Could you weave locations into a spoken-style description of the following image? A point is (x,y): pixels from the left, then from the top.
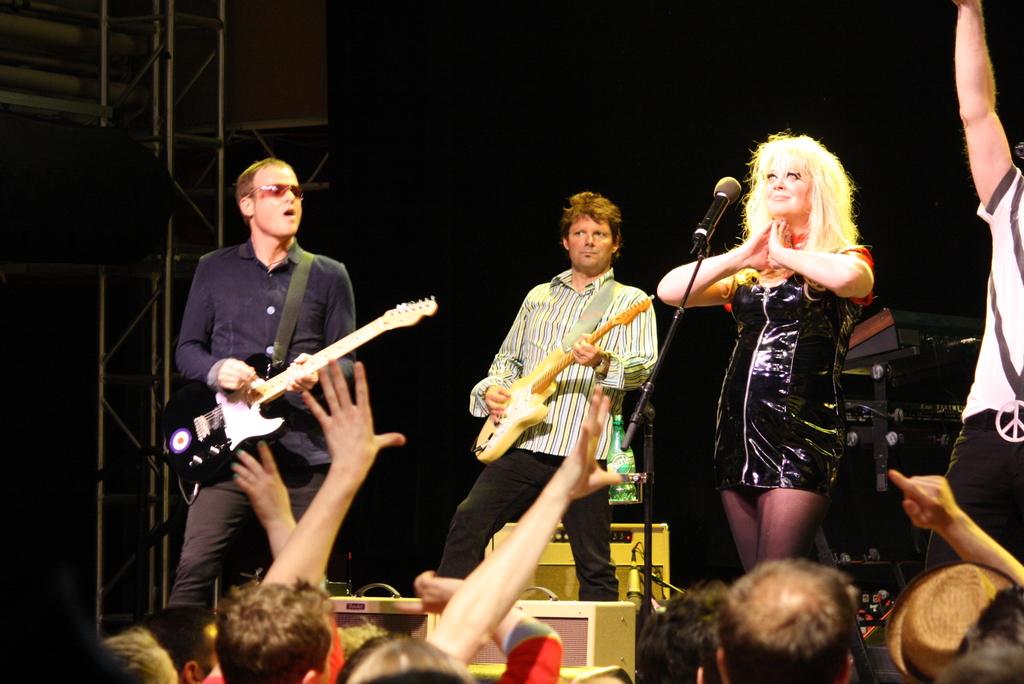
There are four people (784,332) on stage (458,406) who are participating in music competition and remaining group of people (233,656) are audience (352,673). There is a woman (801,255) on the stage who is in front of microphone (725,201) and on left side (337,307) there is a man (307,251) who is wearing goggles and playing his guitar (241,389). In middle (524,348) there is a man (553,348) behind man (617,381) on table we can see a water bottle (623,457).
